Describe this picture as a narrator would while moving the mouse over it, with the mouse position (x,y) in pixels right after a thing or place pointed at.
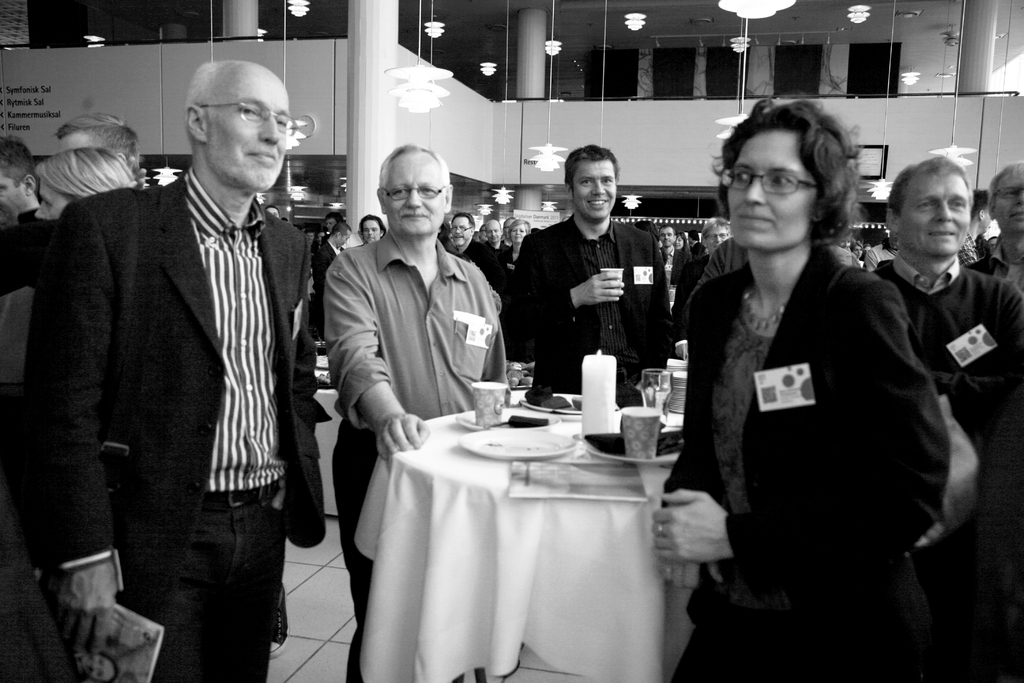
In this image there are people (787,349) who are standing around a round table (545,517). On the table (604,507) there is plate (486,451), paper cup (490,400), food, glass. The woman (716,345) to the right side (858,340) is wearing a glass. The man (98,269) to the left side (101,331) is holding a book (116,631). There are four people (286,363) around a round table (465,467). At the background (374,118) there is a pillar (385,124), wall (565,120) and a curtain (608,64). At the top (424,73) there is chandelier (430,85).
